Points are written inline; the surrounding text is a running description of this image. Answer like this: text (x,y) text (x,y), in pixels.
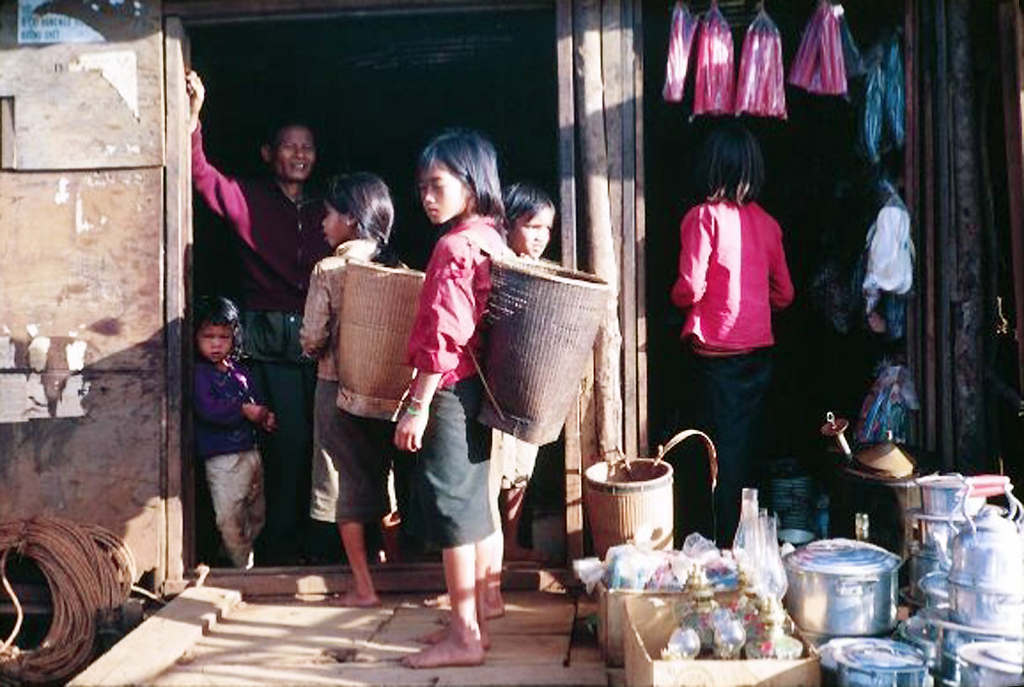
In this image I can see group of people (518,471) standing. In front (717,644) I can see few glasses (709,626), utensils (999,637) and I can see the wooden door (89,219).
